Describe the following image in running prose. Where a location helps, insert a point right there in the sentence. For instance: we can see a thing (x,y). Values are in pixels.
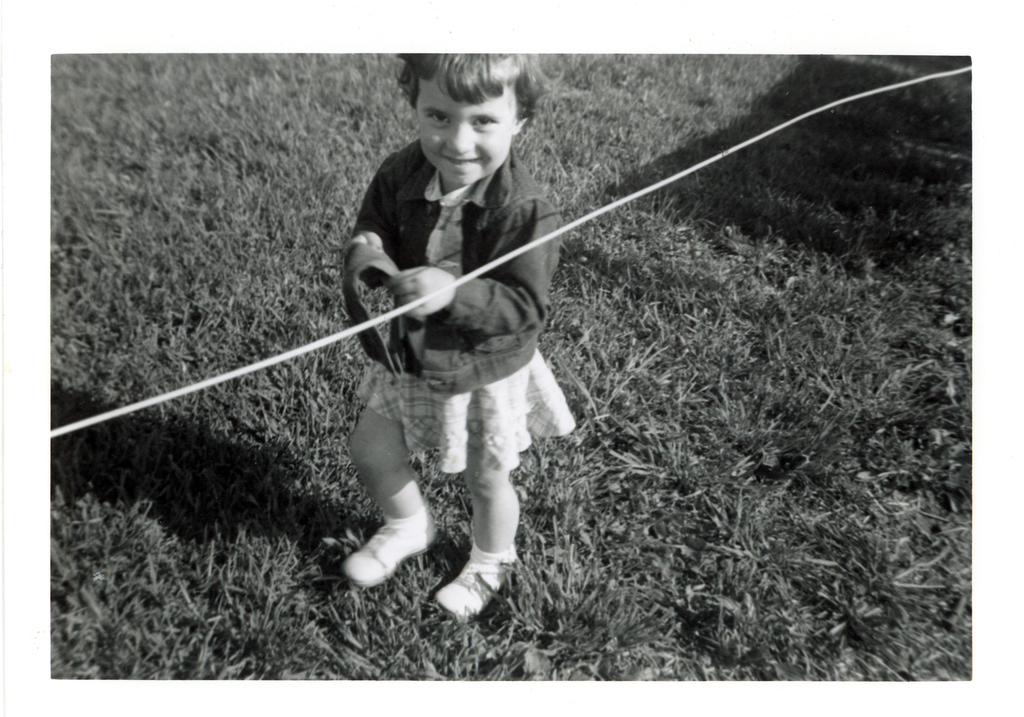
This is a black and white image and here we can see a kid (416,268) holding an object (345,278) and there is a wire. At the bottom (717,482), there is grass (647,396).
